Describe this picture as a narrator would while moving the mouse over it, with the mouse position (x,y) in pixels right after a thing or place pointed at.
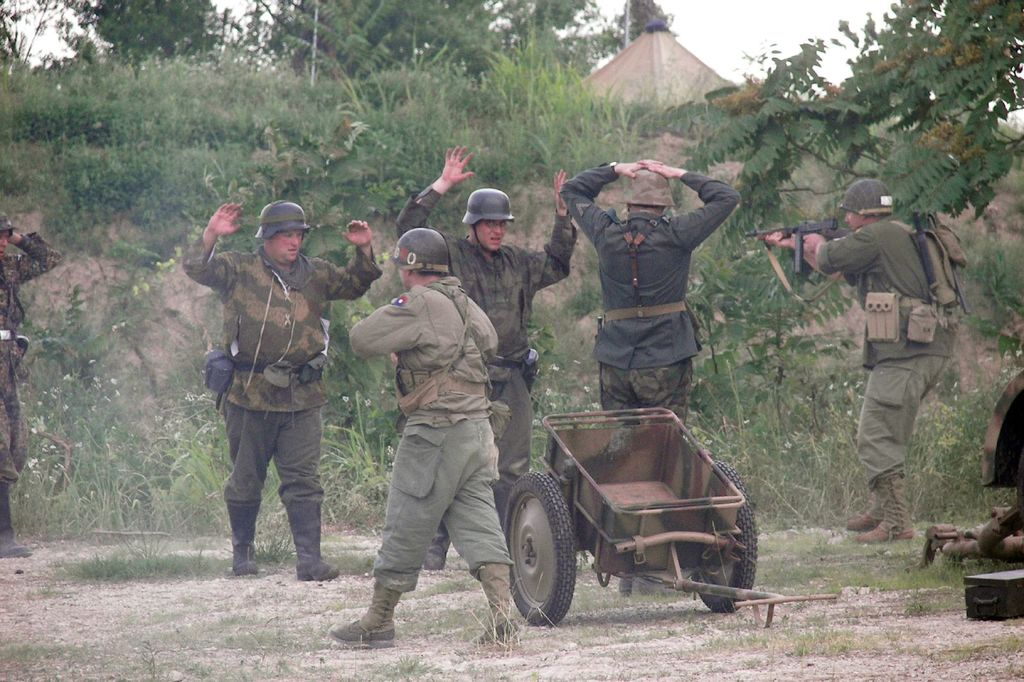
As we can see in the image there are few people (513,311) wearing helmets (423,246) and army dress (474,271). There is a cart (594,530), plants (131,451), trees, grass (469,104) and sky (740,36).
